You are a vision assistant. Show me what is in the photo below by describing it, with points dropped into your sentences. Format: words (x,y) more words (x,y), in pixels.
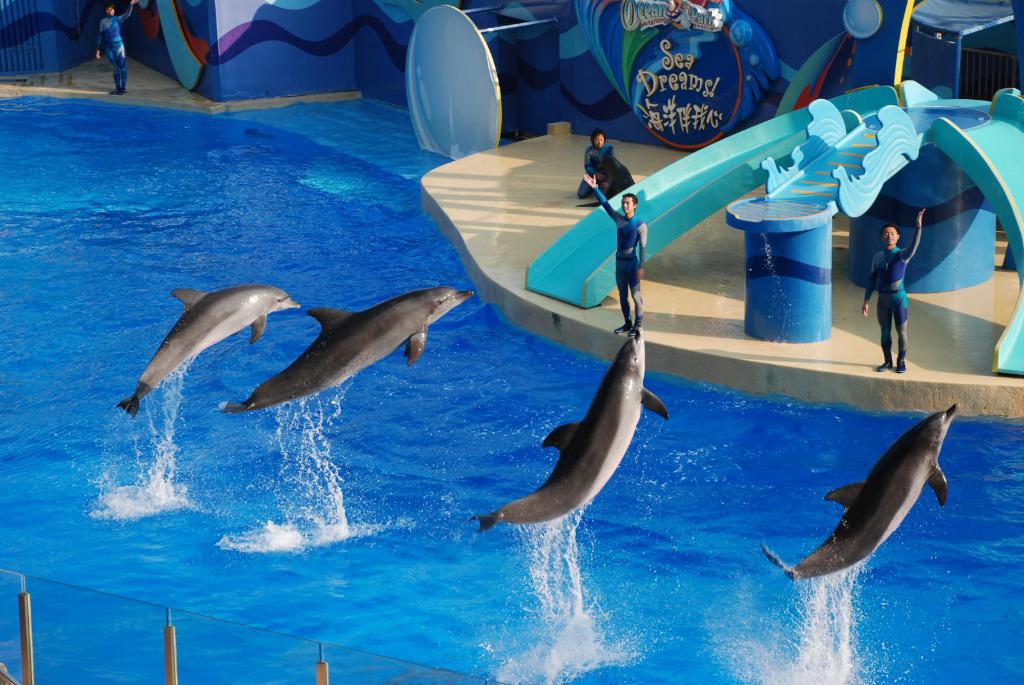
In this image there are dolphins (360,369) playing in the water (636,435) and there are persons (103,26) standing. There is a text (681,70) written on the wall (672,67) and in the front (162,654) there is a glass (204,660).
